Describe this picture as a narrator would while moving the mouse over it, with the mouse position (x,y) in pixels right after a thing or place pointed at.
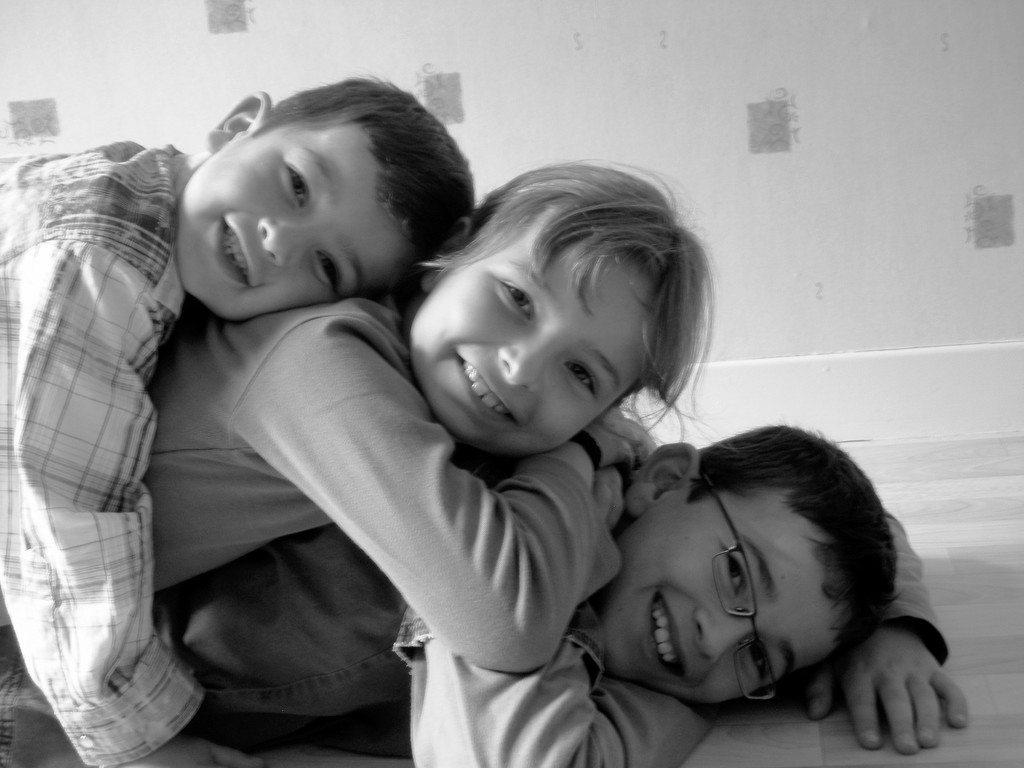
This is a black and white picture. In this picture, we see two boys (102,274) and a girl (450,476) are lying. They are smiling and they are posing for the photo. The boy (601,632) at the bottom (687,555) is wearing the spectacles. In the background (671,155), we see a wall (771,172) in white color. At the bottom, we see the floor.
